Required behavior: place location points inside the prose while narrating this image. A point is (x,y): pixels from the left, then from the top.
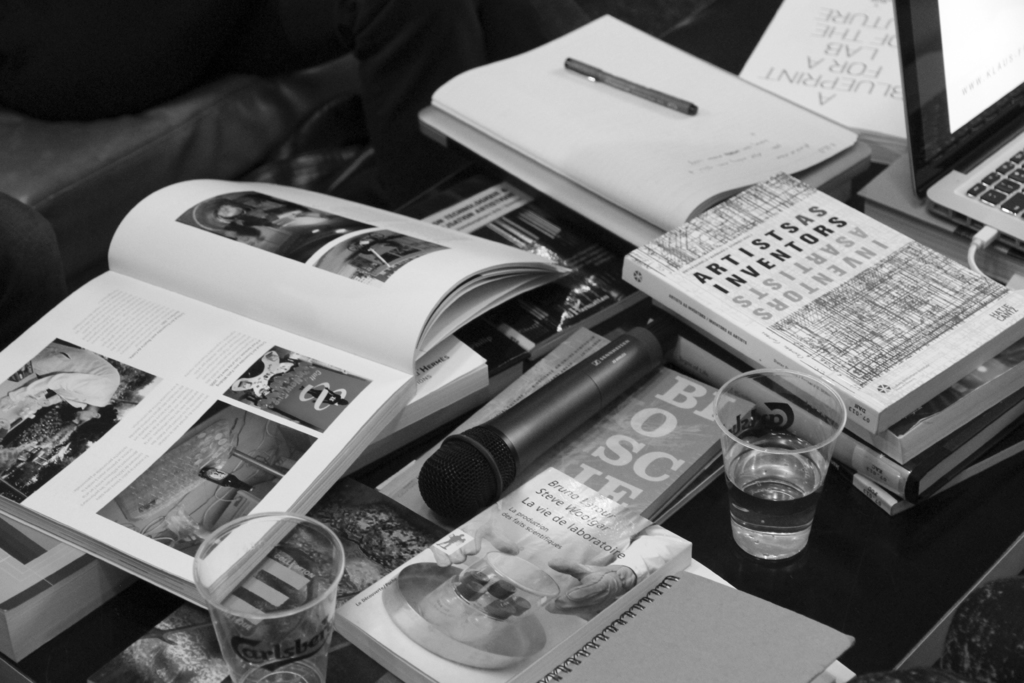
This is a black and white picture, there are many books (1009,318), laptop (1013,20), glass (287,666) and a mic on the table (943,605).
